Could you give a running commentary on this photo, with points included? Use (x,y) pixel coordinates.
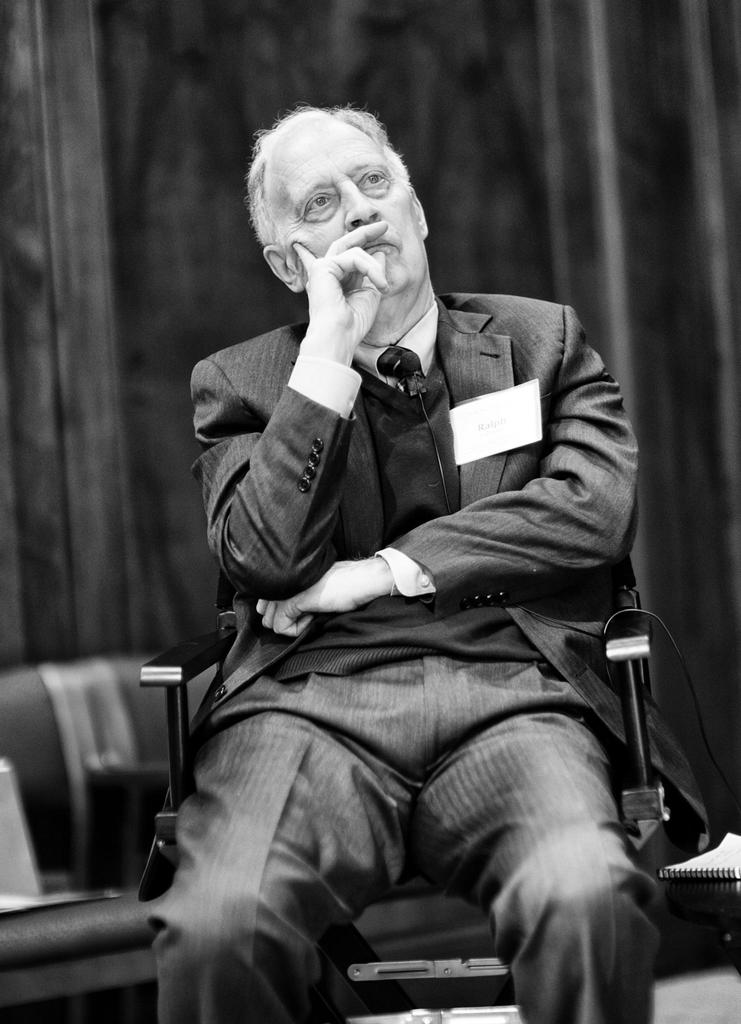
In the center of the image (370,595) we can see a person (397,621) sitting. In the background (548,42) there is a wall (211,350) and there is a chair (102,731).
